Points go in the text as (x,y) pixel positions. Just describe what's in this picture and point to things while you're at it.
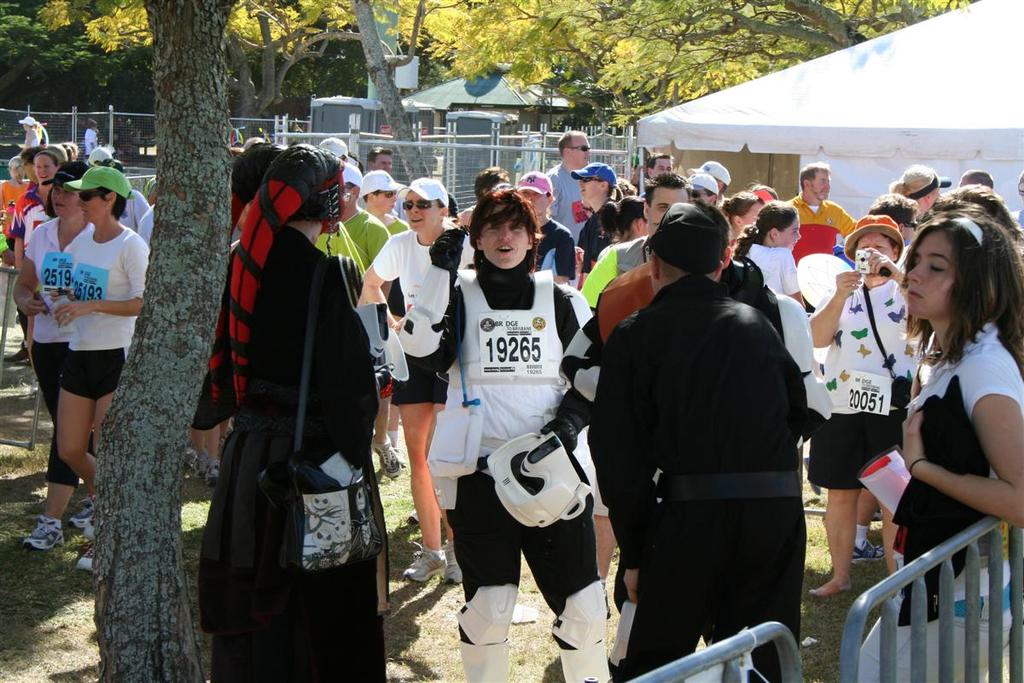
In this image I can see there are group of people (626,199) visible in front of tent (826,115), tent (880,69) is visible in the top right (977,69), at the top (316,72) there are some trees (162,98), in the middle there is a fence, tent (896,76), at the bottom (892,629) there is a fence (885,650), trunk (207,325) of tree (207,325) visible.
